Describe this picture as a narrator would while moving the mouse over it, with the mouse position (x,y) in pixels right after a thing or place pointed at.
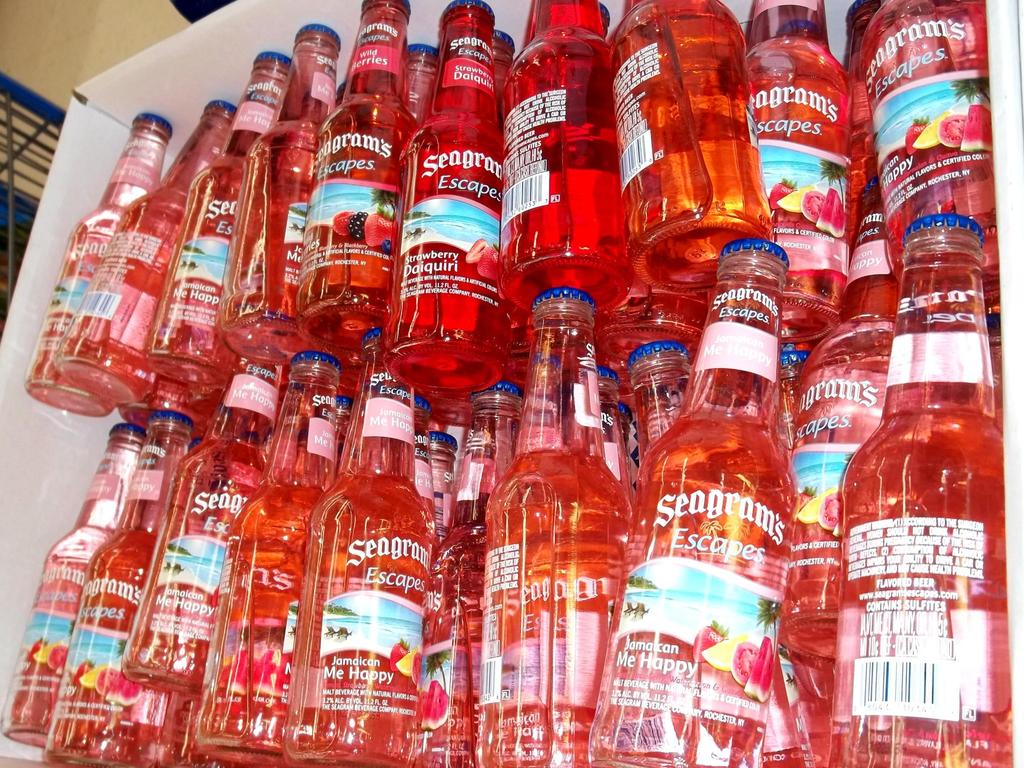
In this image there are number of red color bottles (469,385).
